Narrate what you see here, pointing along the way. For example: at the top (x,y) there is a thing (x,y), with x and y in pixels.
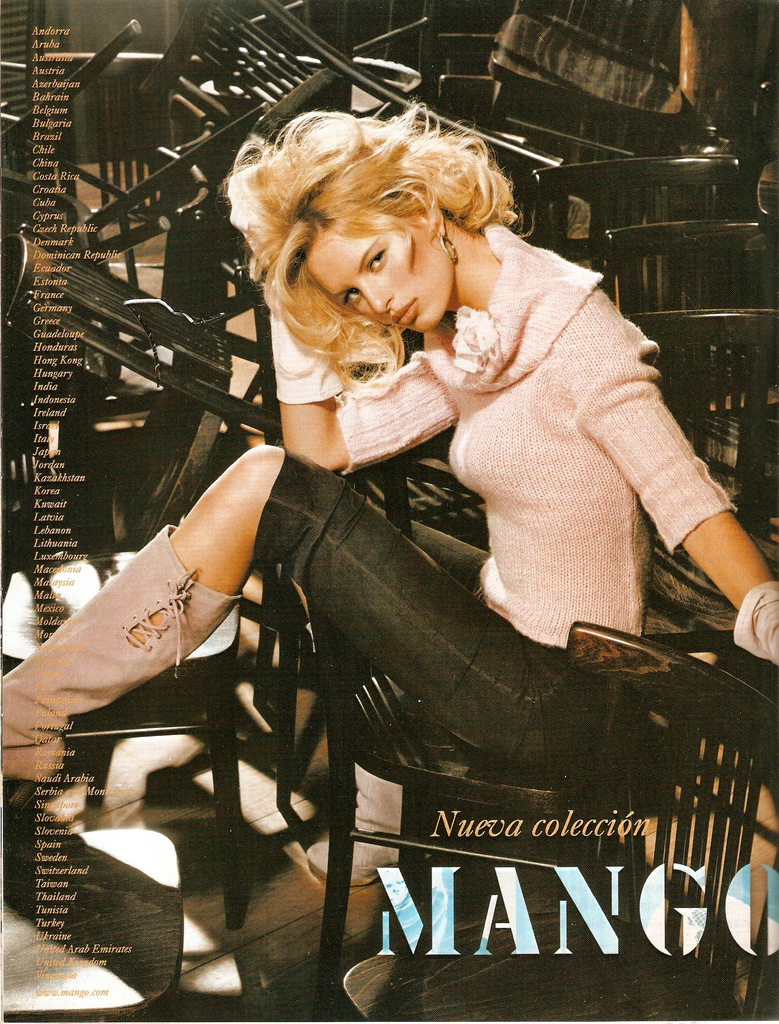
There is a woman (520,752) sitting on chair (463,791) and we can see chairs (390,1020) and text (54,569).
